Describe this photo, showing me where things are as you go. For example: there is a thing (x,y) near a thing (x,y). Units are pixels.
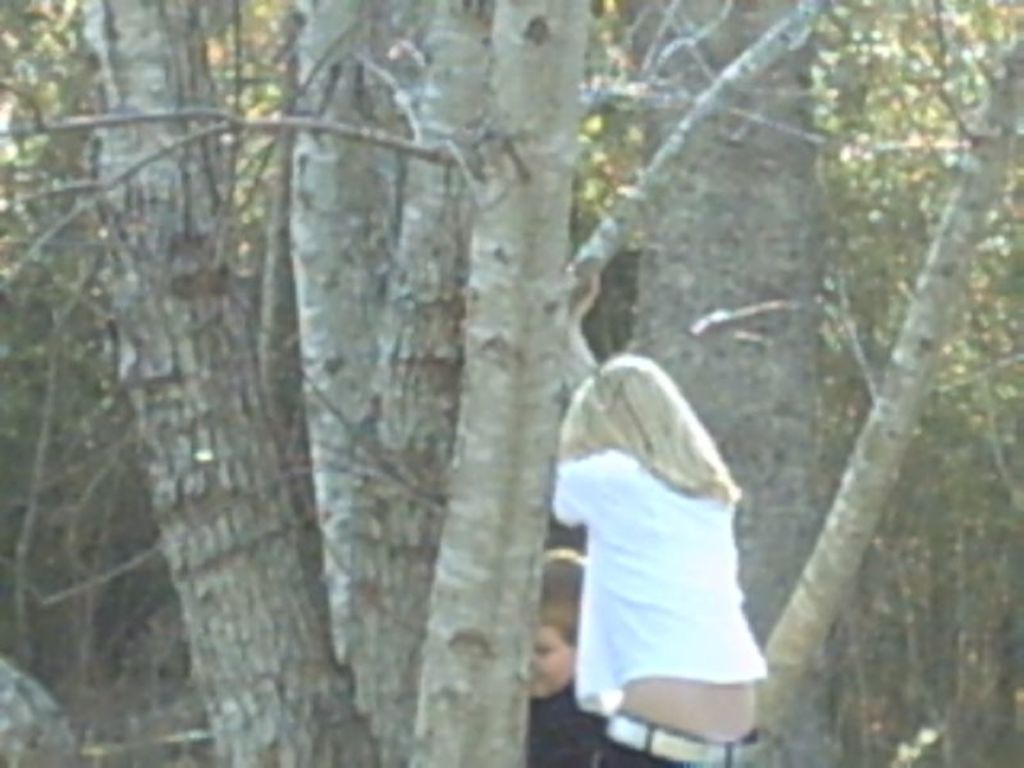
In this image I see number of trees (550,235) and I see 2 persons (667,615) over here.
